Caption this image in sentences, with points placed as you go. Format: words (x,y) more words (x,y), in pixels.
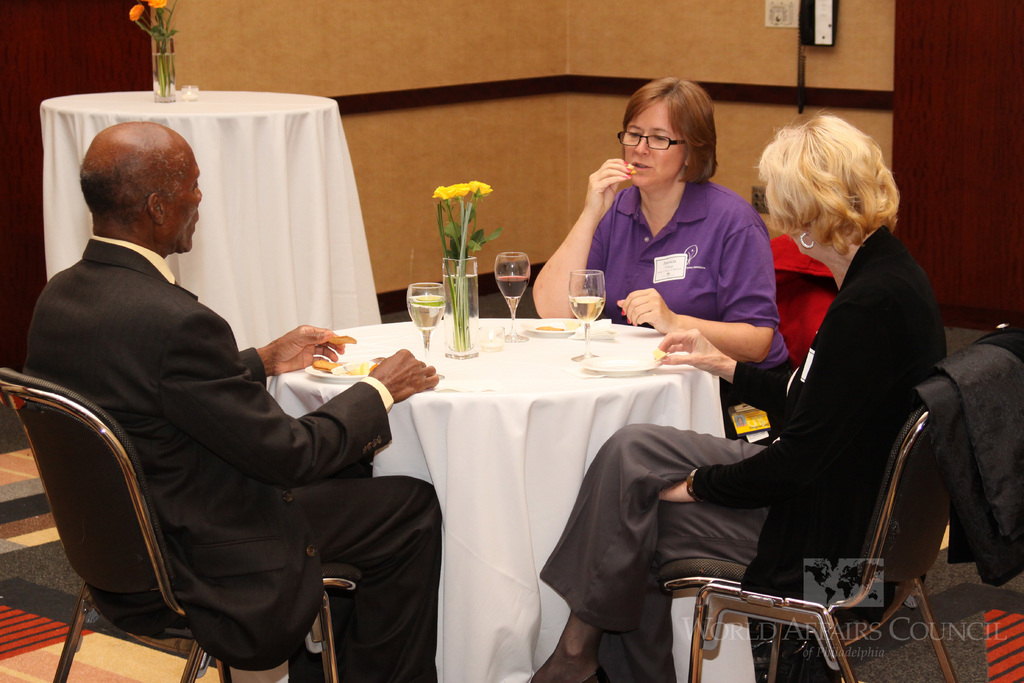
In this picture we can see three persons (642,631) sitting on the chairs (744,617). This is the table (548,418). On the table (534,360) there are glasses (591,314) and plates (590,367). This is the flower vase (467,344). And on the background (535,139) there is a wall (497,89). There is a white color cloth (285,217) on the table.
